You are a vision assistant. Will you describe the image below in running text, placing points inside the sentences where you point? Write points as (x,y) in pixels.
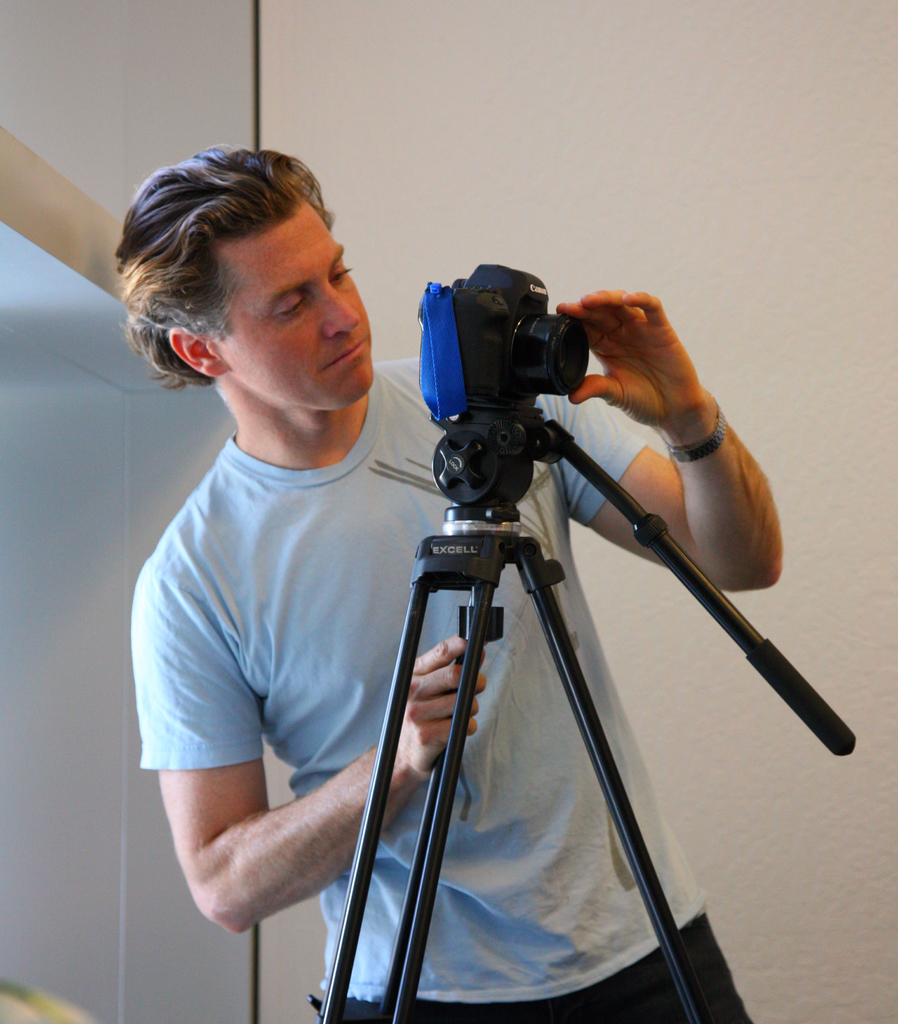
In this picture I can see there is a man (370,953) standing and holding a camera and the backdrop (309,953) there is a white wall (439,132).
